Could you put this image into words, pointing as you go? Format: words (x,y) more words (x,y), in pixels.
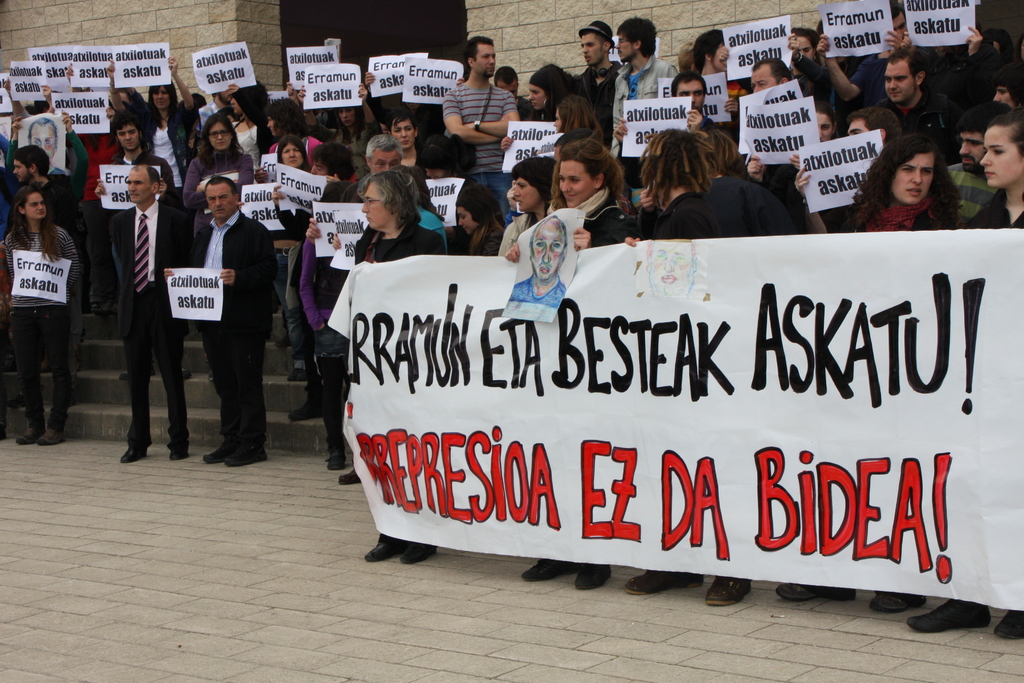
Here in this picture we can see number of people (508,211) standing over a place (285,381) and some men (250,328) are wearing suits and in the front (680,280) we can see some people (518,250) are carrying banner (357,326) with something written on it and the woman (597,244) in the middle (554,273) is also carrying a sketch (570,255) present on a paper (561,289) and all the other people (77,154) are carrying papers (338,58) with something printed on it and protesting there.
